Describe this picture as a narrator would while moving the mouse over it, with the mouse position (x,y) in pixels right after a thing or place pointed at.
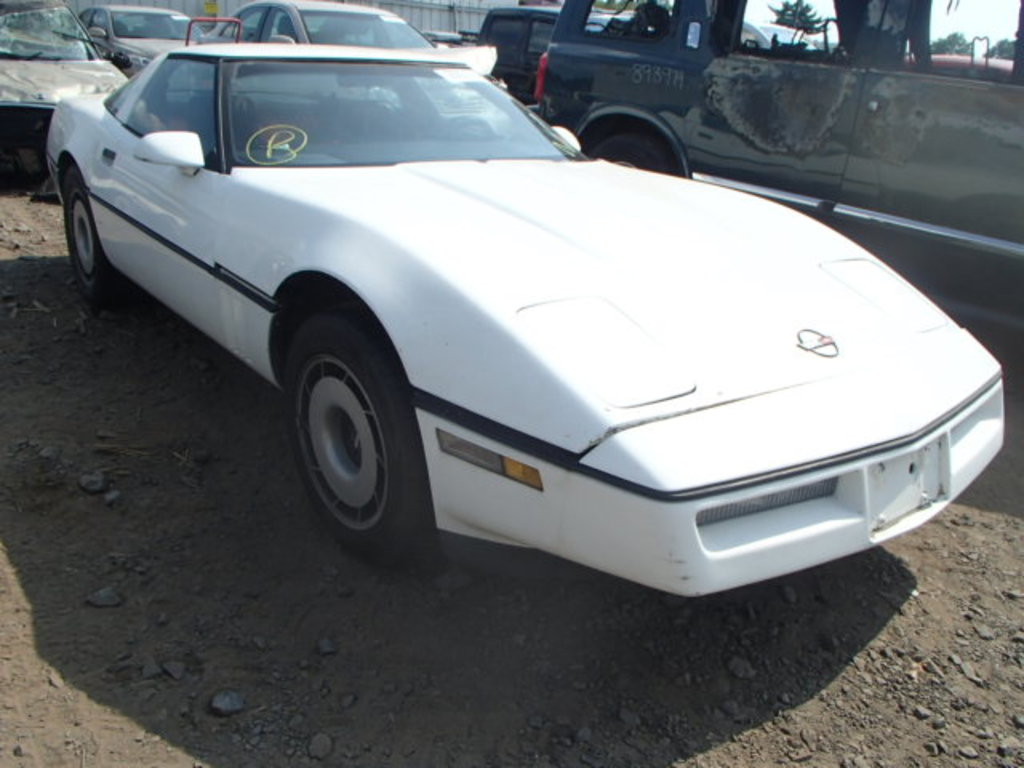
In this image we can see a white color car (384,271). Behind so many cars (630,65) are there.
